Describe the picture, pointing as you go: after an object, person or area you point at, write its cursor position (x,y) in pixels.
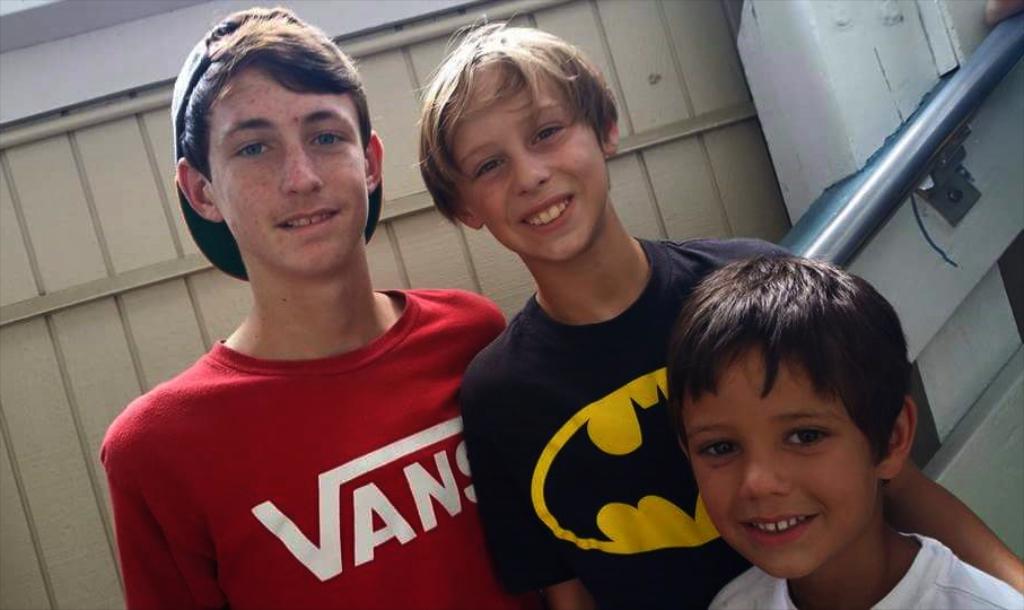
Here I can see three boys (318,451) wearing t-shirts (513,524), smiling and giving pose for the picture. The boy (272,380) who is on the left side (241,237) is having a cap (200,233) on his head (188,134). In the background (206,267), I can see the wall (861,66) and a pole (874,189).
